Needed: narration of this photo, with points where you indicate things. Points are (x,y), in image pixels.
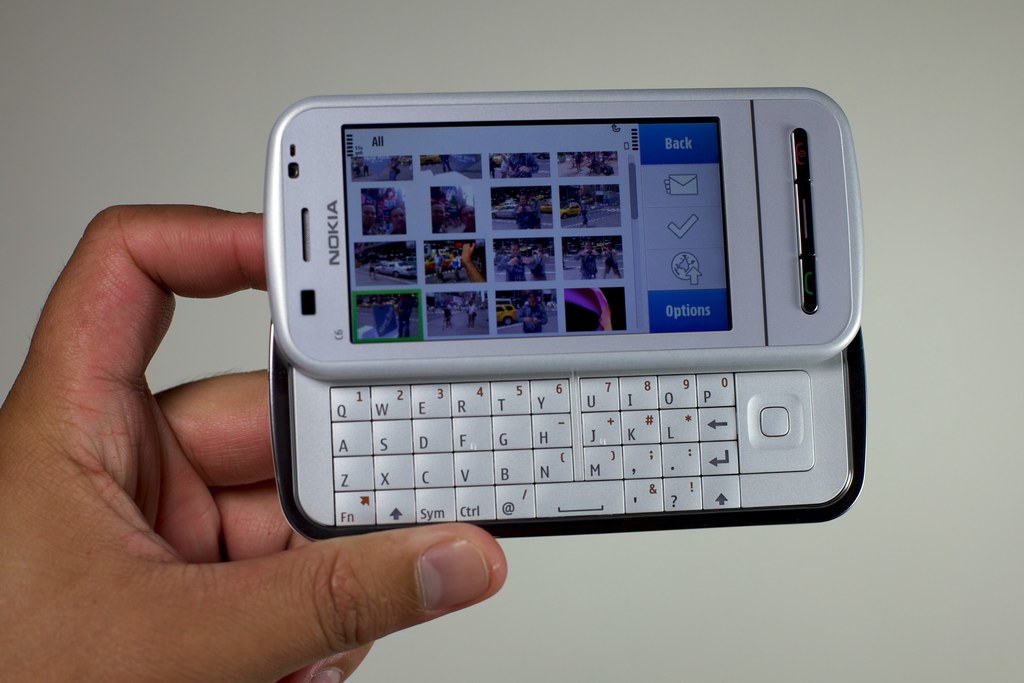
In the center of the image (436,432) we can see one hand (314,616) holding a mobile phone (418,289), in which we can see keypad (531,446) and photo collections (565,310) on the screen (439,249). On the phone (503,266), it is written as "Nokia". In the background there is a wall (784,76).
